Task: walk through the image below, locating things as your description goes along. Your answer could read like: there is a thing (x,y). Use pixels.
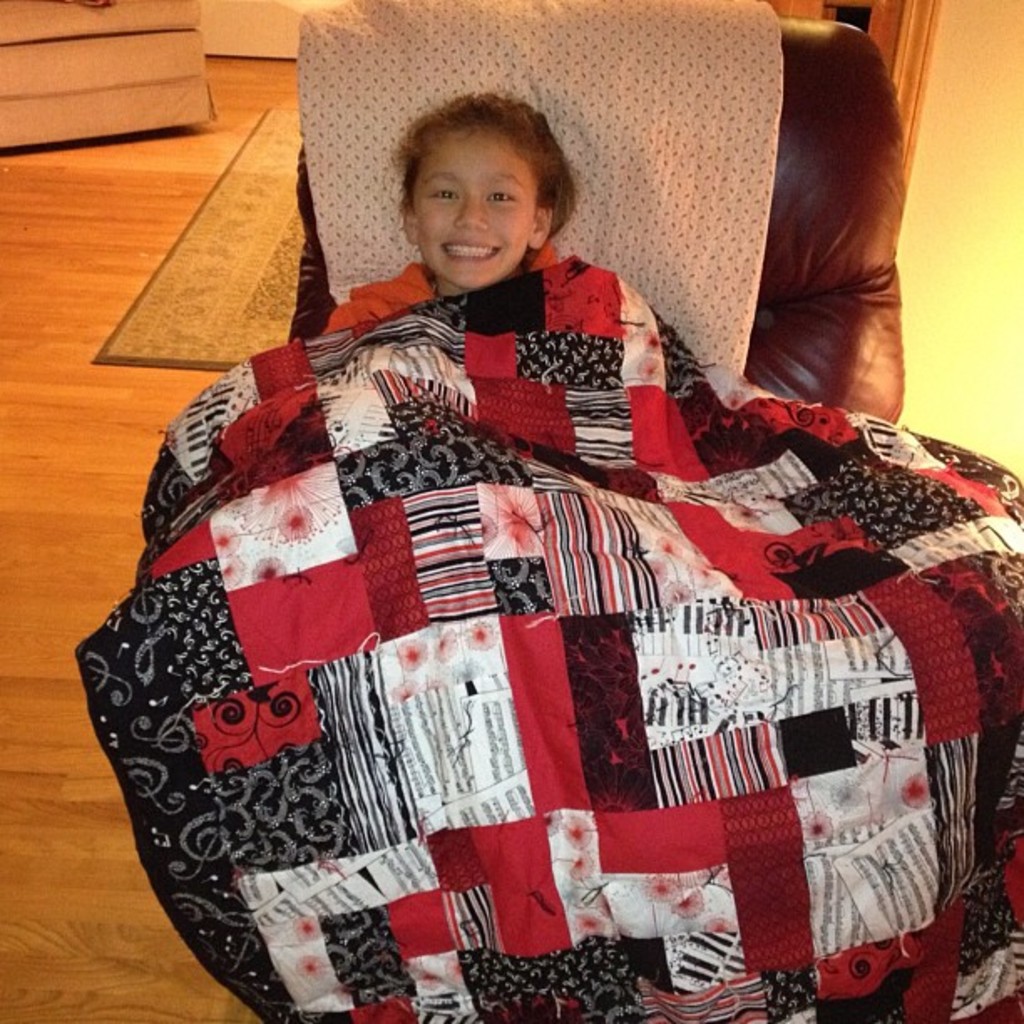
In this image in the center (522,480) there is one girl (488,215) who is sitting on a couch (798,366) and there is one blanket (455,592), at the bottom (71,811) there is a wooden floor (88,801) and on the floor (45,831) there is one carpet (183,267). In the background (136,107) there is one couch (130,91).
